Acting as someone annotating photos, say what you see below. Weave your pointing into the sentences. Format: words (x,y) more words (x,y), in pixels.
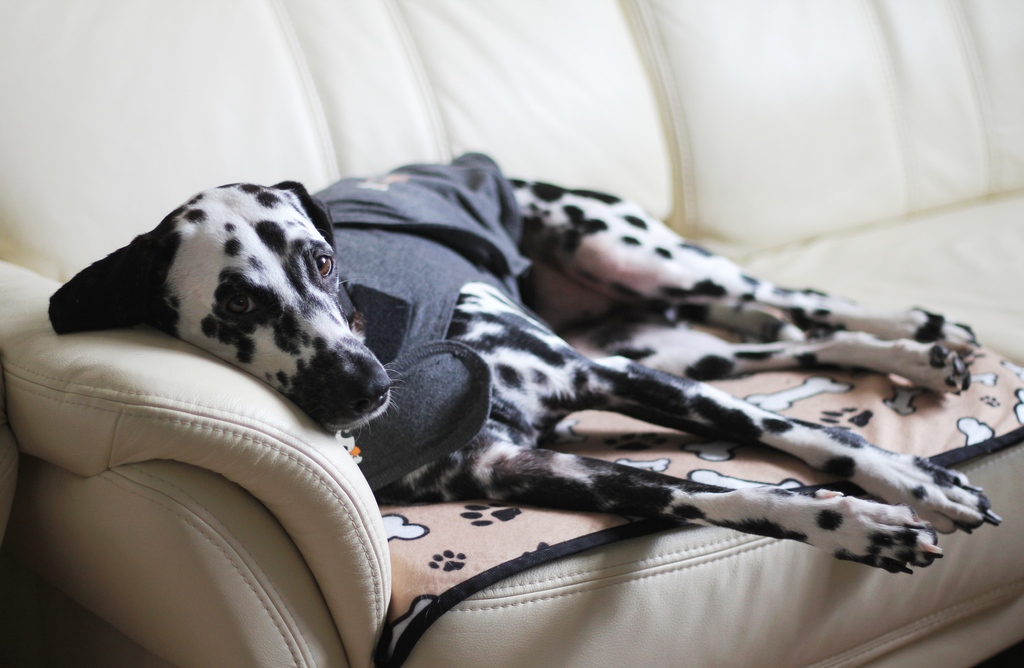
In the center of the image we can see one couch (790,143), which is in cream color. On the couch (635,561), we can see one mat (487,582). On the mat (425,610), we can see one dog (686,350) lying, which is in black and white color. And we can see one cloth (481,381) on the dog (384,384).
